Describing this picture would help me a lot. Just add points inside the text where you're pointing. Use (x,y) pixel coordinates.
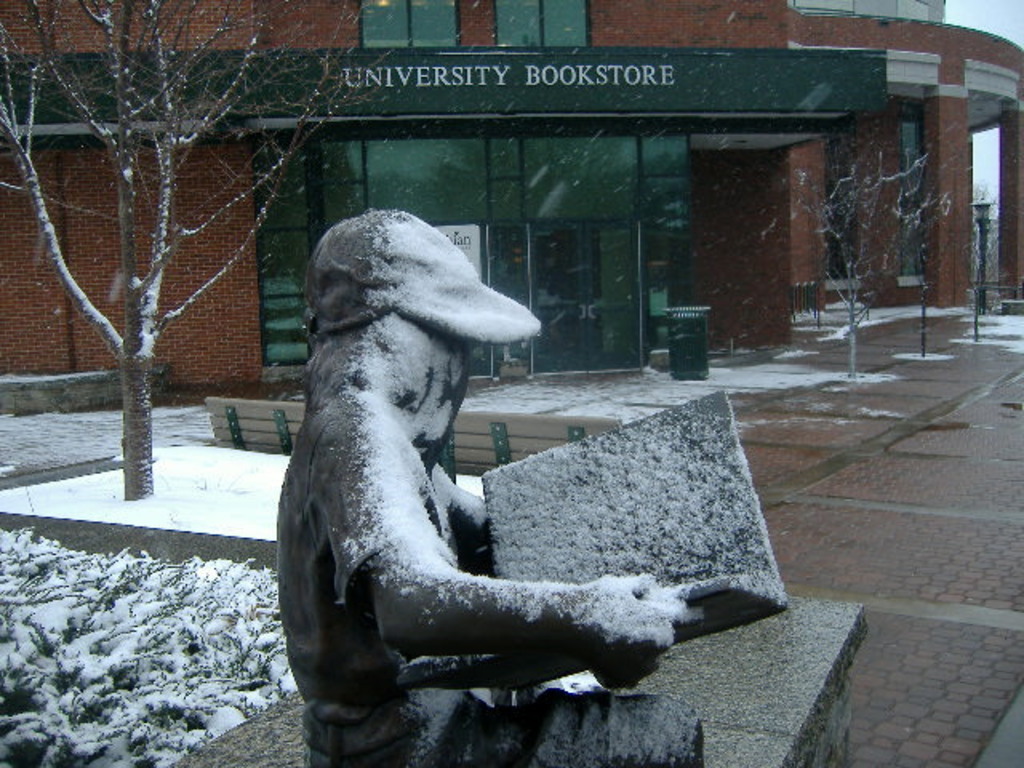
In this picture I can see a statue (335,468) in front (337,756), which is holding a thing (608,467) and I see the statue (340,527) on the bench (290,767). In the middle of this picture (630,382) I can see the plants (33,746) and trees (171,250) on which there is snow (5,563) and I see the path (806,425). In the background (429,126) I can see a building (626,112) on which there is a something written. I can also see a bench (283,407) in the center of this picture (540,422).
